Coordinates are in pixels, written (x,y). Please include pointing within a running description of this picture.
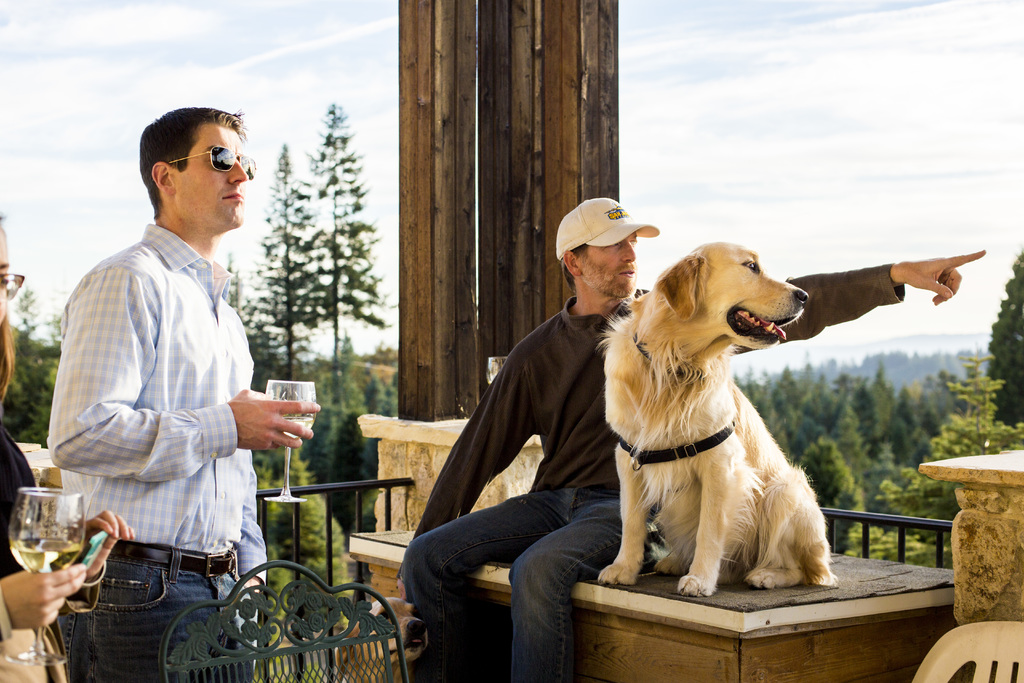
There is a man (517,398) and a dog (682,395) on the deck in the foreground area of the image (729,497), there are people (94,450), by holding glasses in their hands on the left side (99,321) and there are chairs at the bottom side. There are boundaries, trees (869,483), sky (349,102), it seems like a wooden pillar (497,159) in the background area (455,128).
